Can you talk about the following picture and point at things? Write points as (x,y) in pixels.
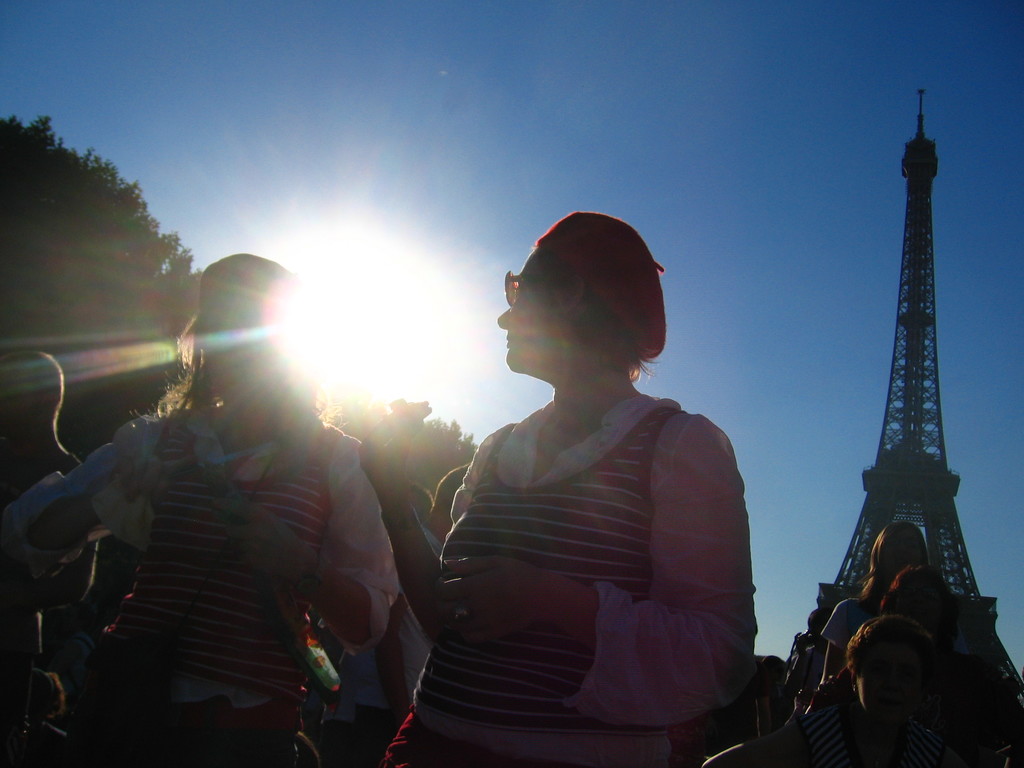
On the right side of the image (916,506) we can see the Eiffel tower (1002,670). In the background of the image (914,650) we can see some people (539,557) are standing. On the left side of the image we can see the trees (57,180). At the top of the image (570,174) we can see the sunrise (381,236) is present in the sky (451,150).
